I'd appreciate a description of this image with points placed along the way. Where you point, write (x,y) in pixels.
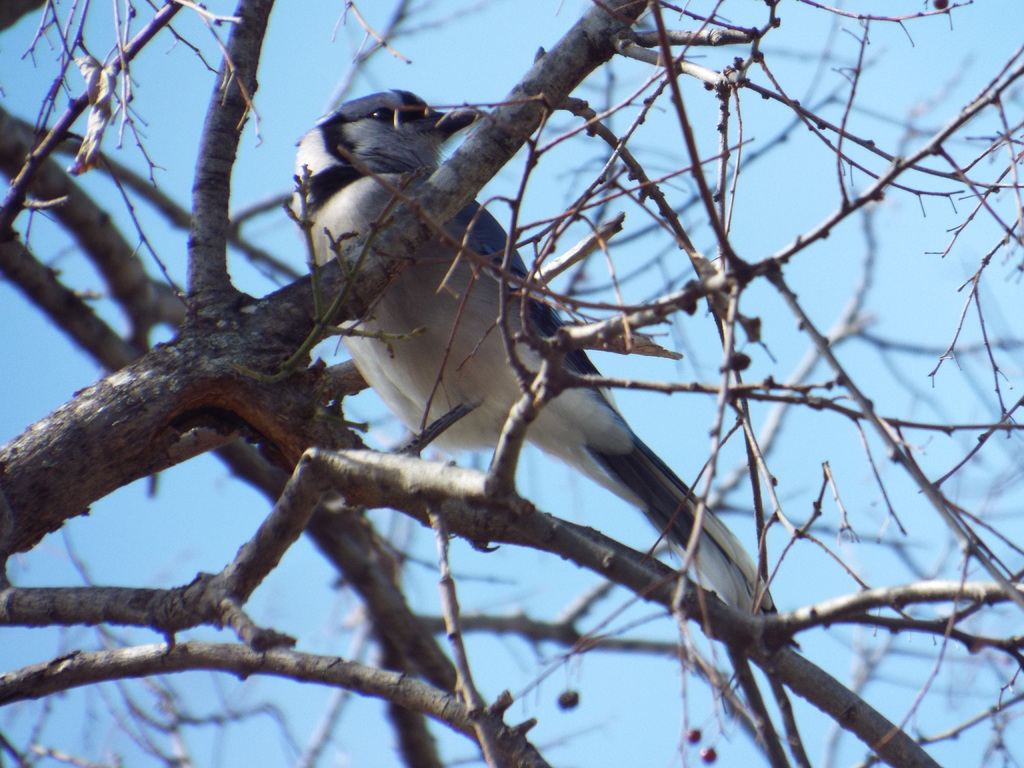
In this image I can see branches (394,257) and stems (543,281) of a tree (771,758). I can also see a black and white colour bird (397,303) on the branch (662,587) and in the background (460,455) I can see the sky (164,574).
